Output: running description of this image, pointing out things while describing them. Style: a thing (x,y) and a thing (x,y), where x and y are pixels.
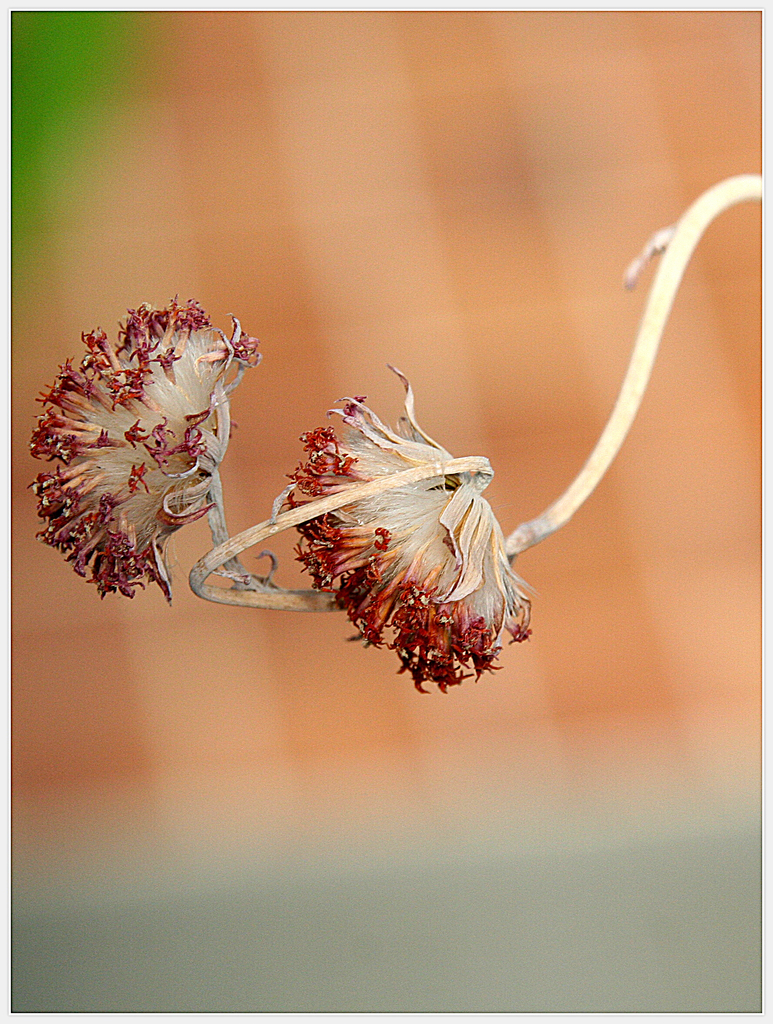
In this image we can see two flowers (229,426) with blur background (533,782).
